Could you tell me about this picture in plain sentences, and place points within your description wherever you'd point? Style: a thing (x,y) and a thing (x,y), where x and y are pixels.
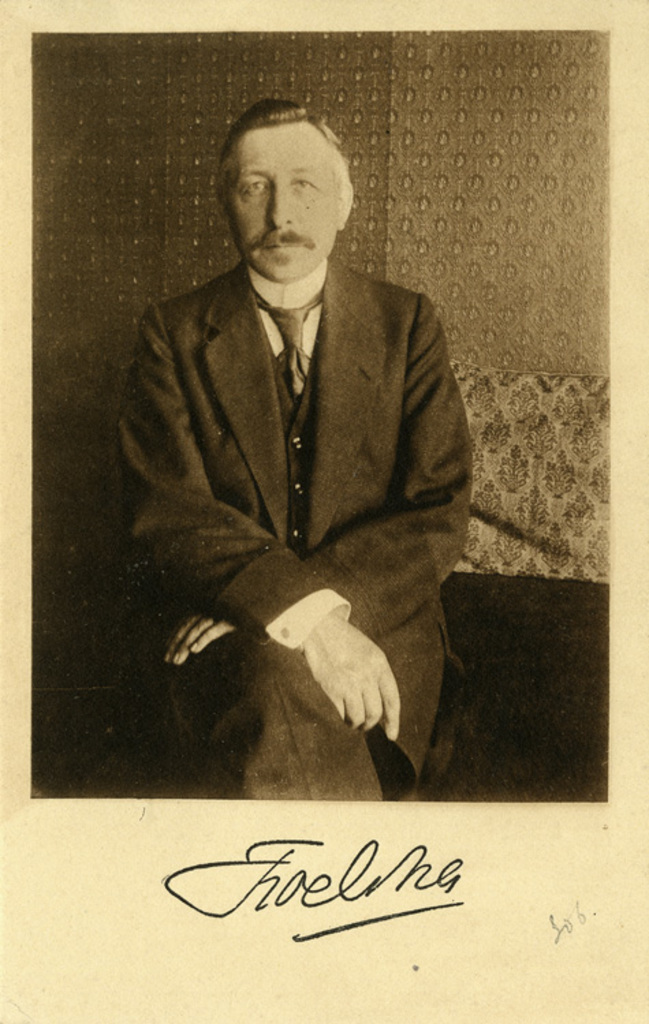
This is a page (208,57) in the book (433,367). In this image we can see the picture (397,571) of a person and text (437,880).
